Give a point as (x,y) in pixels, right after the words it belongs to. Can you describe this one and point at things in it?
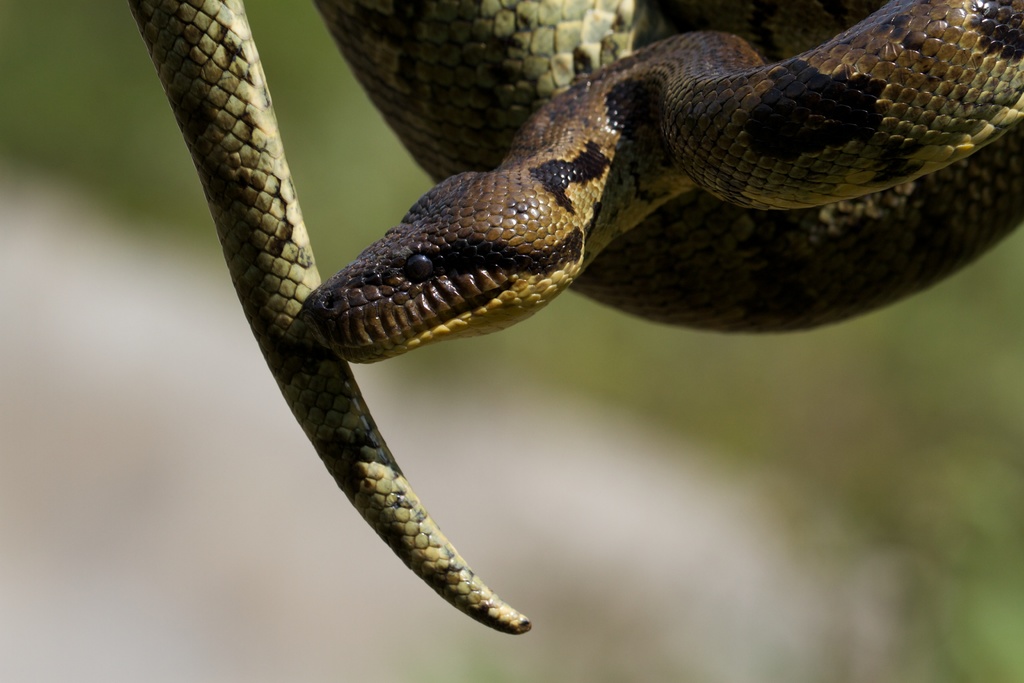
In this image we can see a python (383,342).
